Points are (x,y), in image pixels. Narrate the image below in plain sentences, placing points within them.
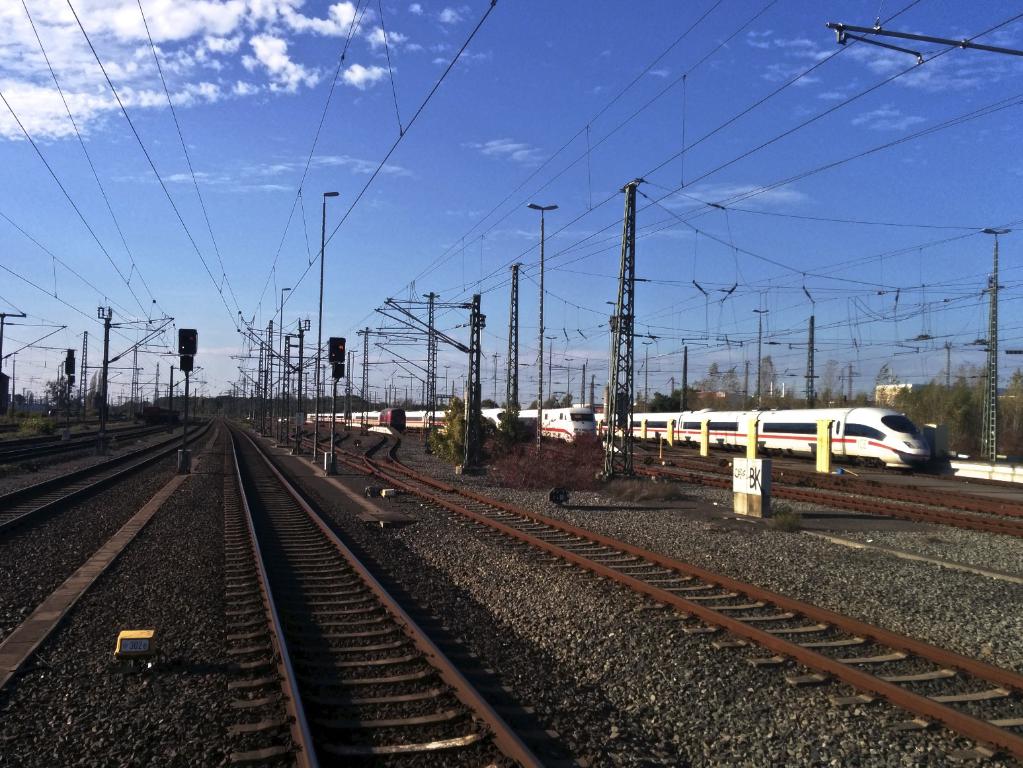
In this image we can see the trains (588,432) on the track (629,564). We can also see some stones (720,530), boards (745,491), the metal frames (610,443), poles (706,441), wires (566,337), the traffic signals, a group of trees (227,405) and the sky (568,205) which looks cloudy.
